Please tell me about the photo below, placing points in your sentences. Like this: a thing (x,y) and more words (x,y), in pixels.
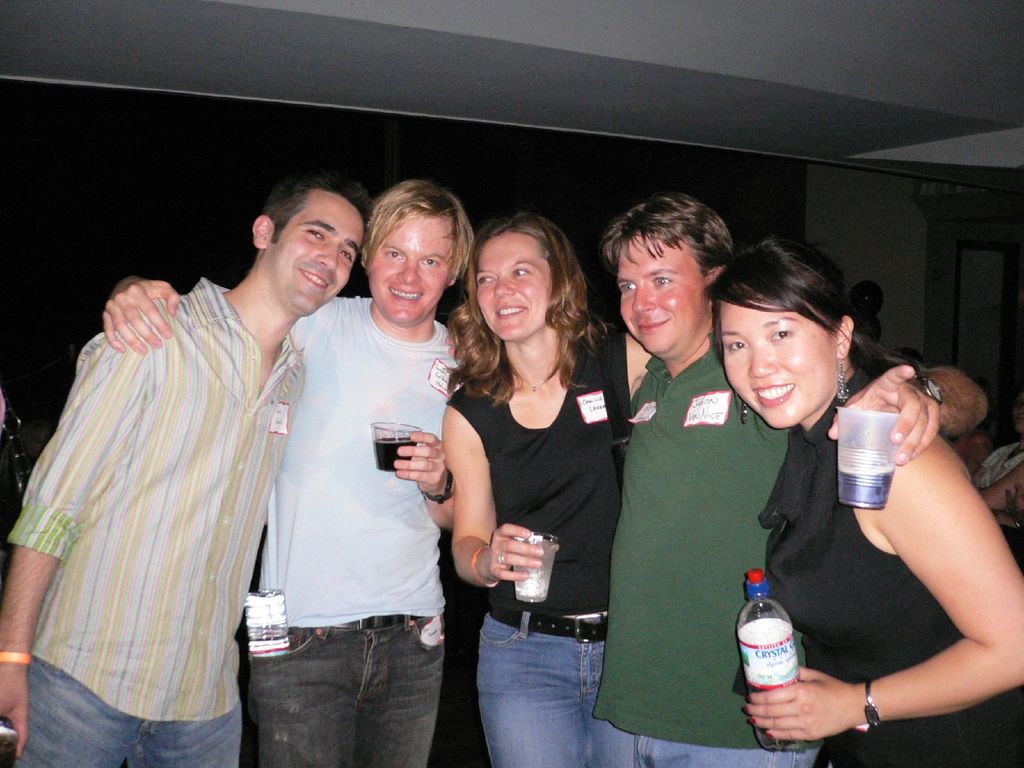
In the image there are a group of people (443,375) standing in the foreground (651,408) and posing for the photo, they are holding glasses (876,468) with their hands (490,574).
